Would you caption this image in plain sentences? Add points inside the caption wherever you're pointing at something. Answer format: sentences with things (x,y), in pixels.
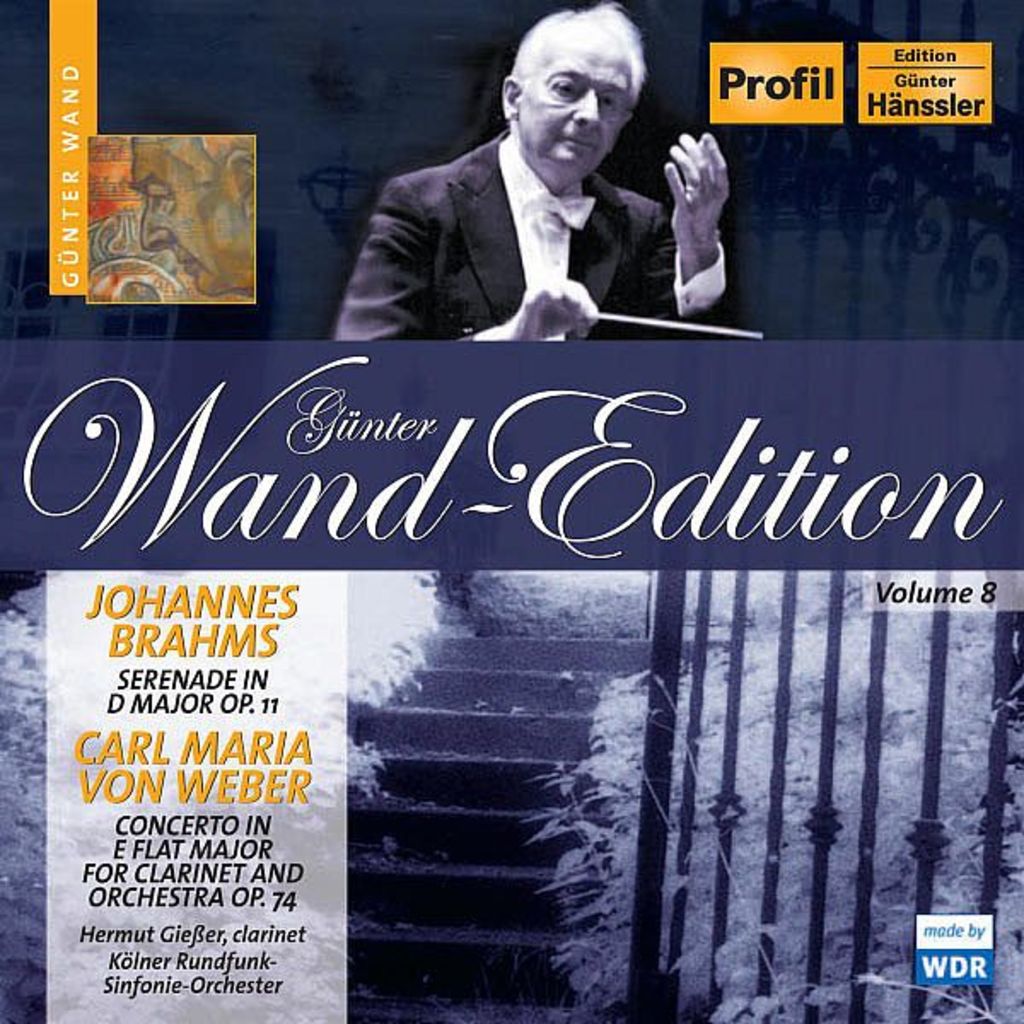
In the image it looks like some cover page (633,580) of a magazine (362,492), there are some statements (242,537) and other texts (578,548) on the page (471,587) and there is also a photo (556,225) of a person (564,208).
